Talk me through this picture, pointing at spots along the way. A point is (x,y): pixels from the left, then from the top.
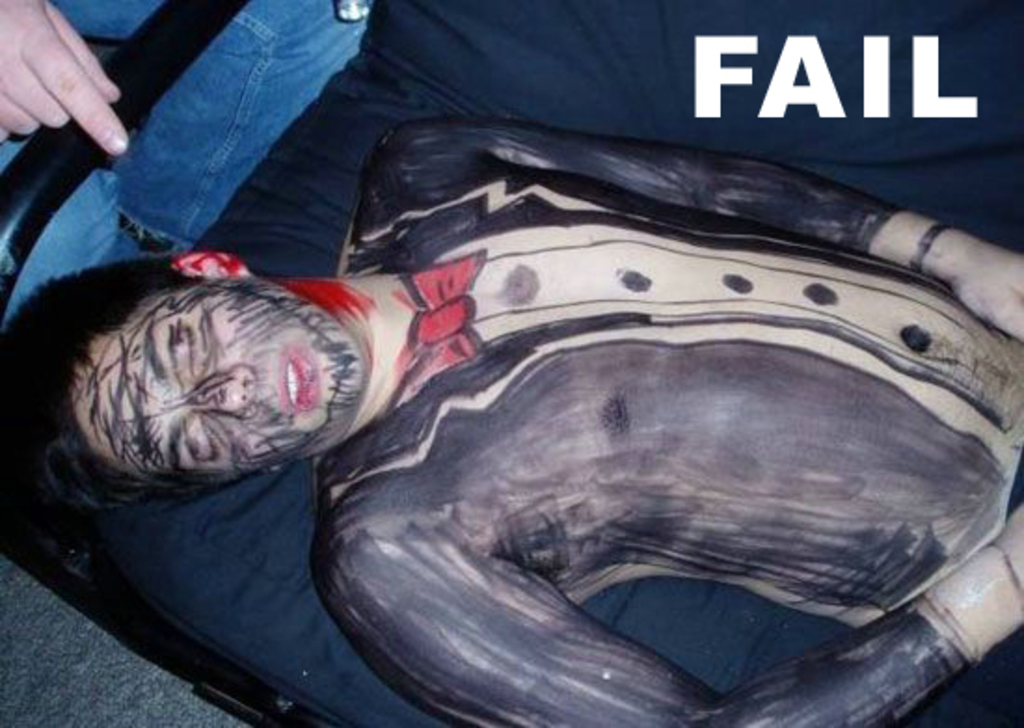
In this image I can see a person (493,466) is lying on some object (336,187), metal rods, text (953,105) and one person (147,155) may be standing. This image is taken may be during a day.
